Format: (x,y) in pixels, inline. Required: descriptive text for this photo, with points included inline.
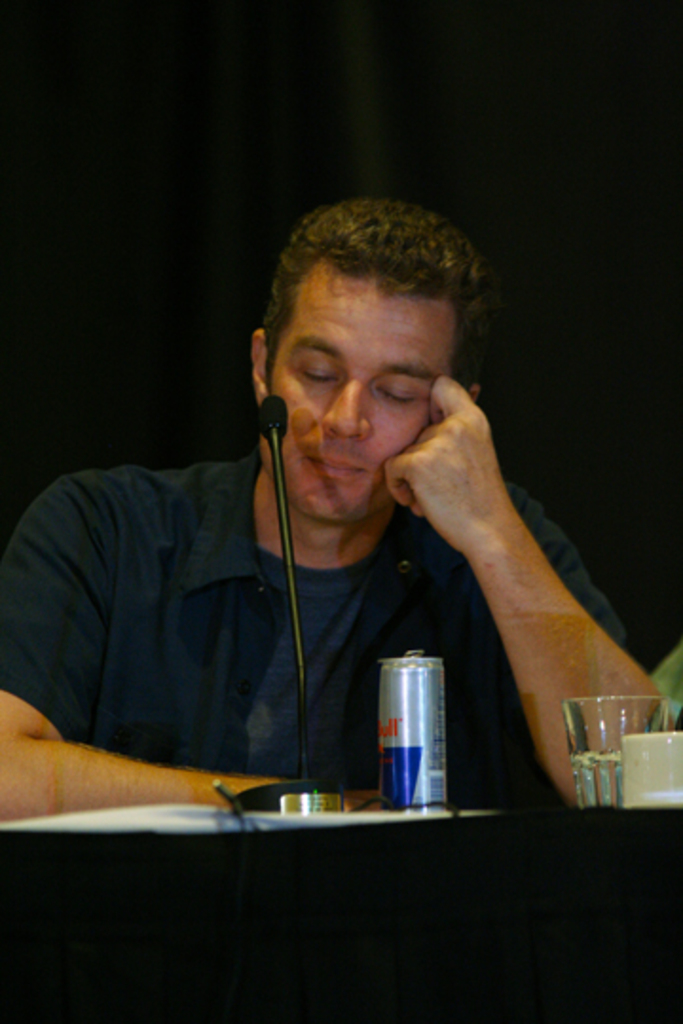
The person (164,566) wearing blue shirt (252,575) is closing his eyes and there is red bull (417,737), mike (304,683) and a glass (572,732) in front of him and the background (245,153) is black in color.
